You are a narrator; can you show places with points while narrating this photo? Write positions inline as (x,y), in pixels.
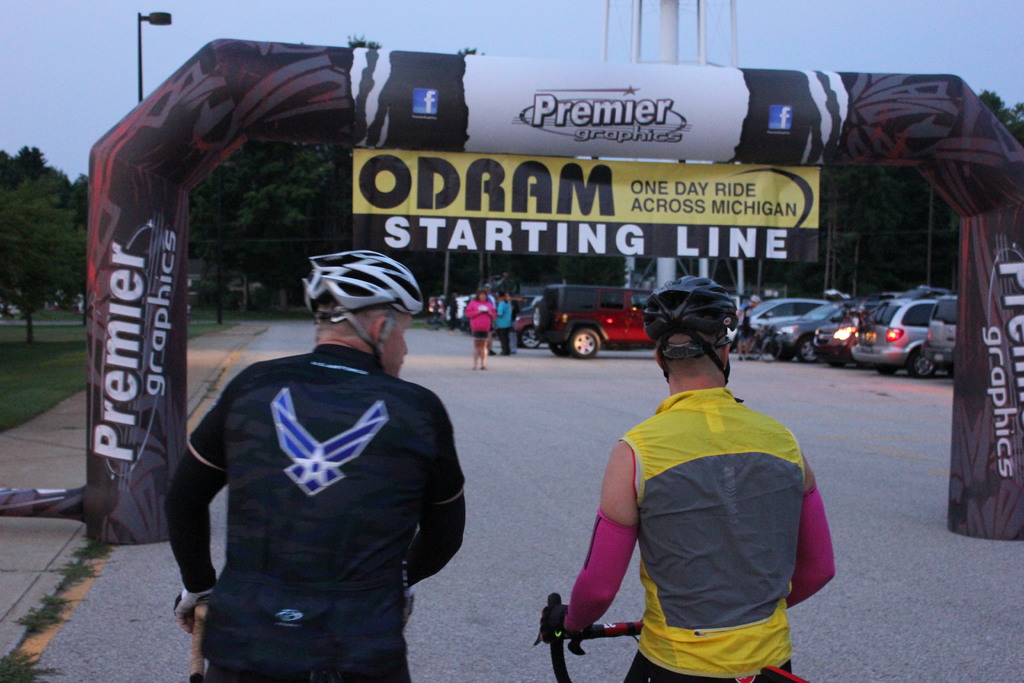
In this picture, there are two members (355,503) riding a bicycle (582,625). Both of them were wearing helmets (656,303). There is a balloon entrance (110,270) here. In the background (550,333) we can observe some cars (820,321) parked here and some of them walking. There are some trees (268,201), current street light pole (166,13) and a sky (334,25) here.
